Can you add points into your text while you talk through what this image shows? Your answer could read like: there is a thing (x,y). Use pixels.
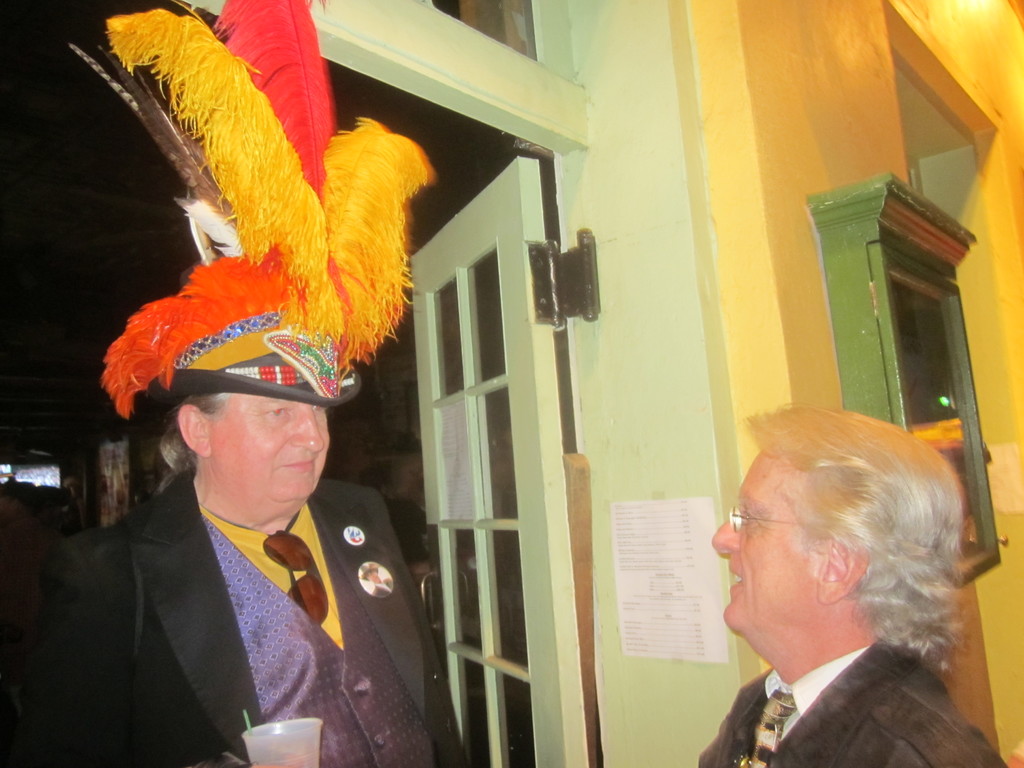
This image consists of two men (127,727) wearing suits (327,636). On the left (196,570), the man (295,529) is wearing a hat (322,333). In the middle (574,338), we can see a door (481,498). On the right (895,354), there is a cupboard (901,230) on the wall (921,34). On the left (313,735), the man (341,726) is holding a glass (299,720).
